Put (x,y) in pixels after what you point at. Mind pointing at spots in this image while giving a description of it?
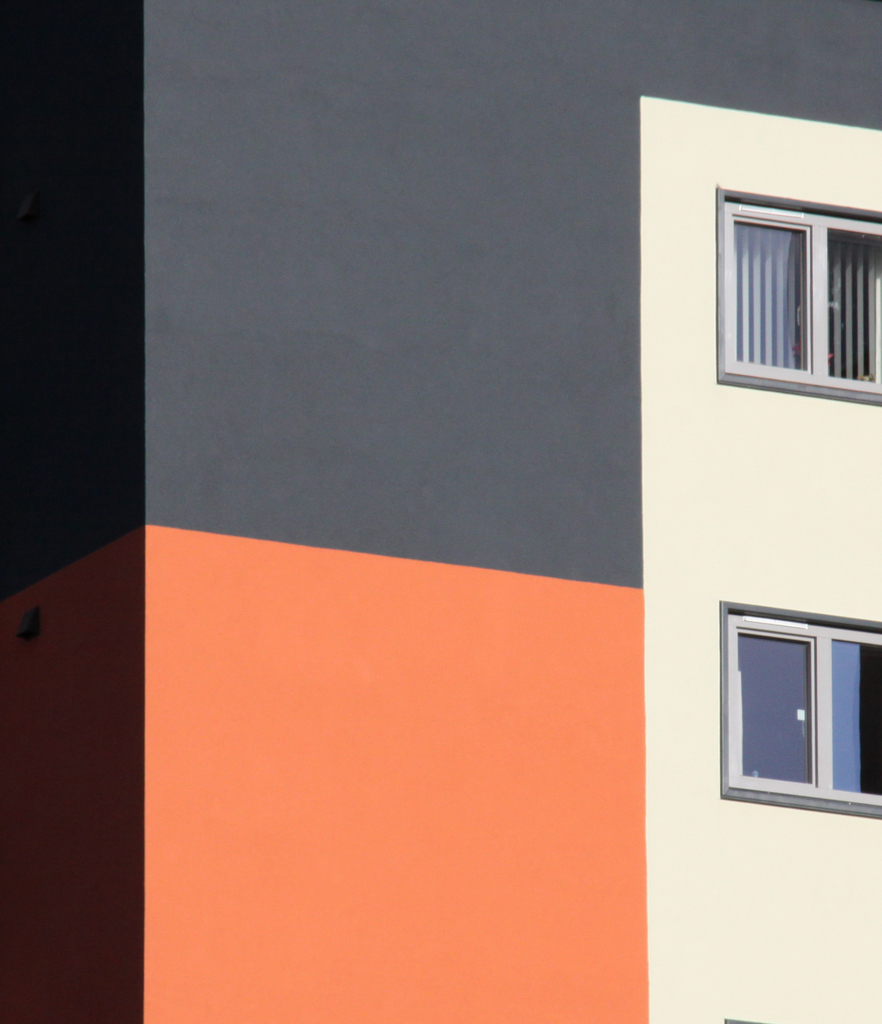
In this image, there are two windows (761,332) to a building wall (401,632).
